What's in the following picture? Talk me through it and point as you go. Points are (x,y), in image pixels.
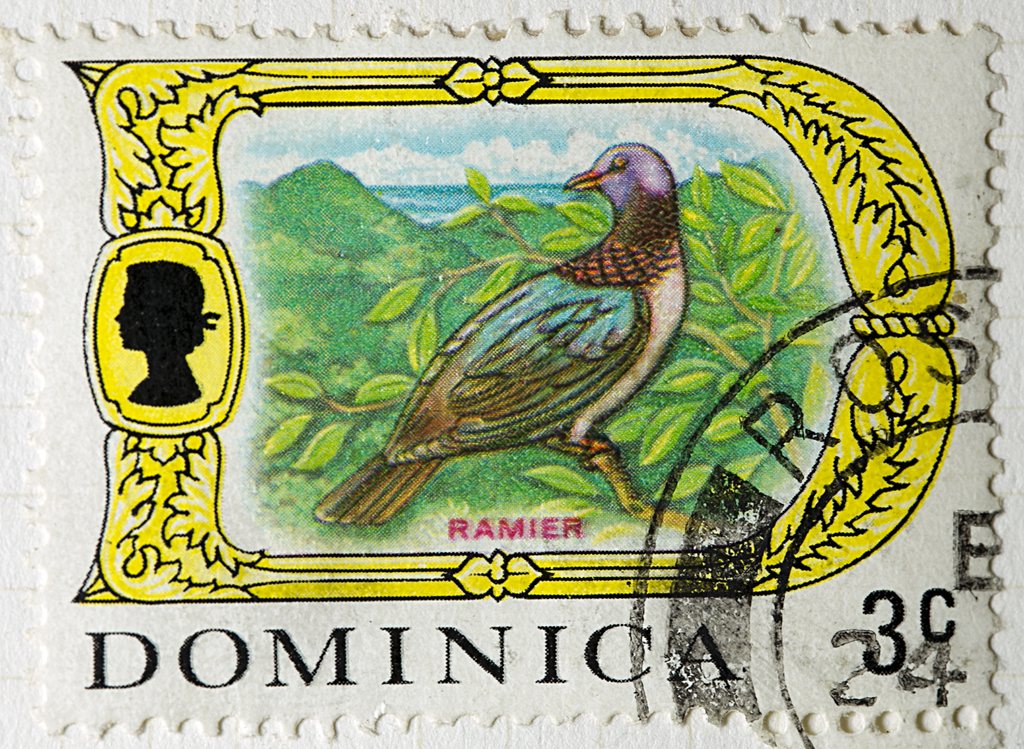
In the image in the center (664,461) there is a stamp (724,41). On the stamp (719,60) we can see some design (704,96). And we can see the sky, clouds (408,172), water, trees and one bird (628,377) on the branch (570,451). And we can see something written on the stamp (252,599).
